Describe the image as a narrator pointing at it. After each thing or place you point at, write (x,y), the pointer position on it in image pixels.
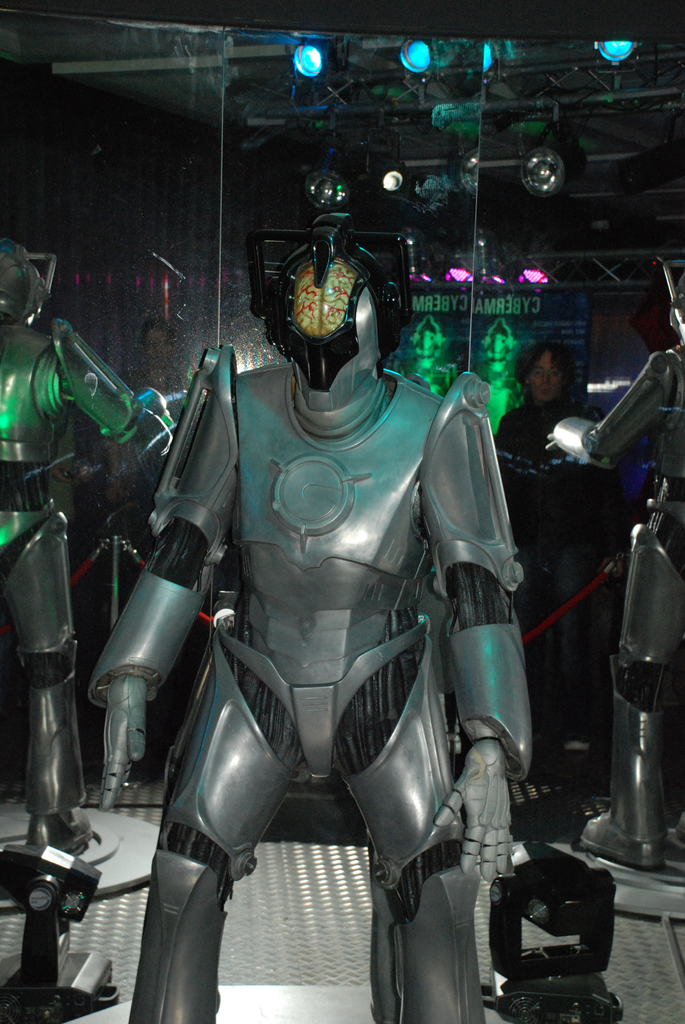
In this image we can see some robots (345,698) placed on the surface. On the backside (528,417) we can see some lights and a person (526,438) standing which are reflected on the glass (448,367).
